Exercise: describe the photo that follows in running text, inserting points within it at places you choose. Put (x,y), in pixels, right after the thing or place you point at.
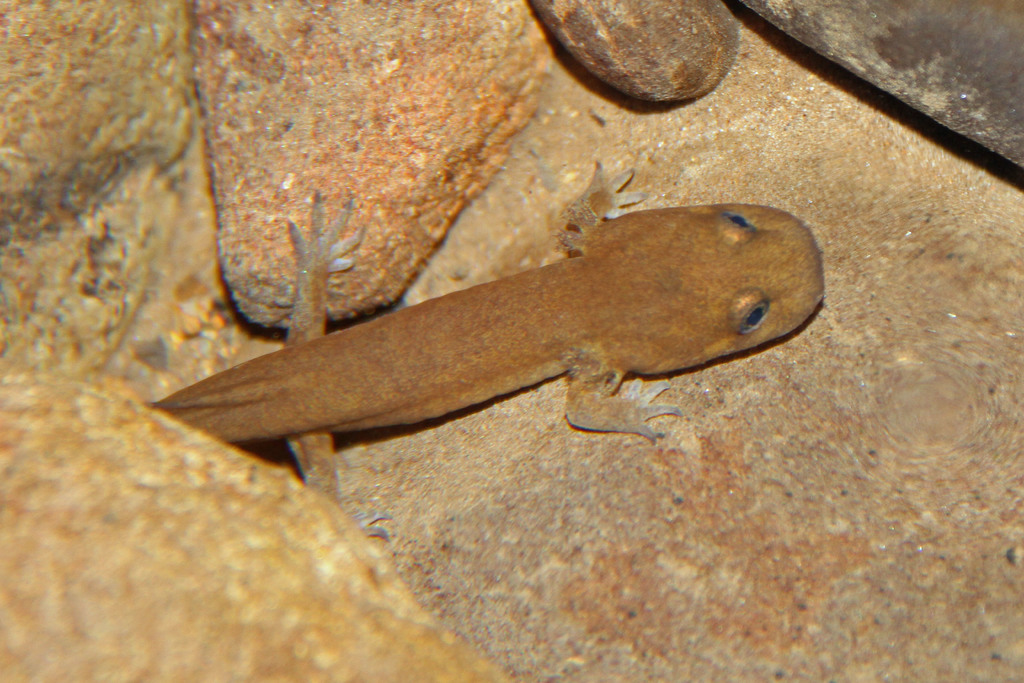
In this image there is a salamander (458,336) in between the stones (135,676).
